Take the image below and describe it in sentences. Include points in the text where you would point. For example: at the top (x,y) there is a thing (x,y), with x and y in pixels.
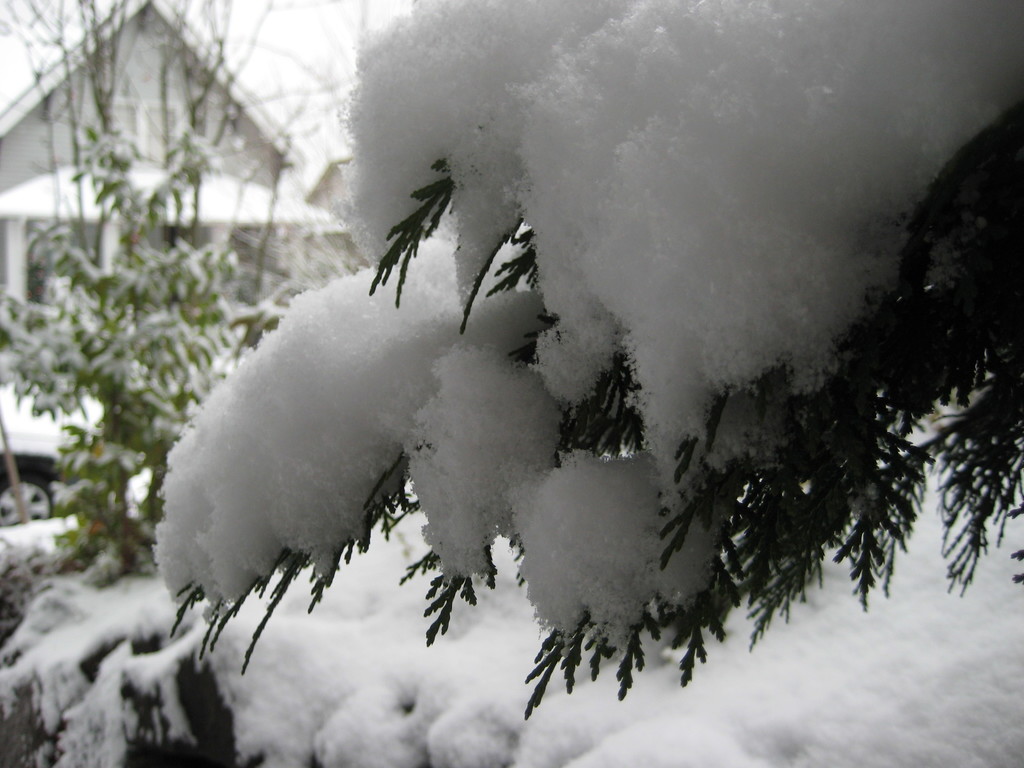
In this image in the foreground (686,565) there are some trees (141,378) and the trees (119,417) are covered with snow (659,448), and in the background (94,106) there is a house (94,106).
